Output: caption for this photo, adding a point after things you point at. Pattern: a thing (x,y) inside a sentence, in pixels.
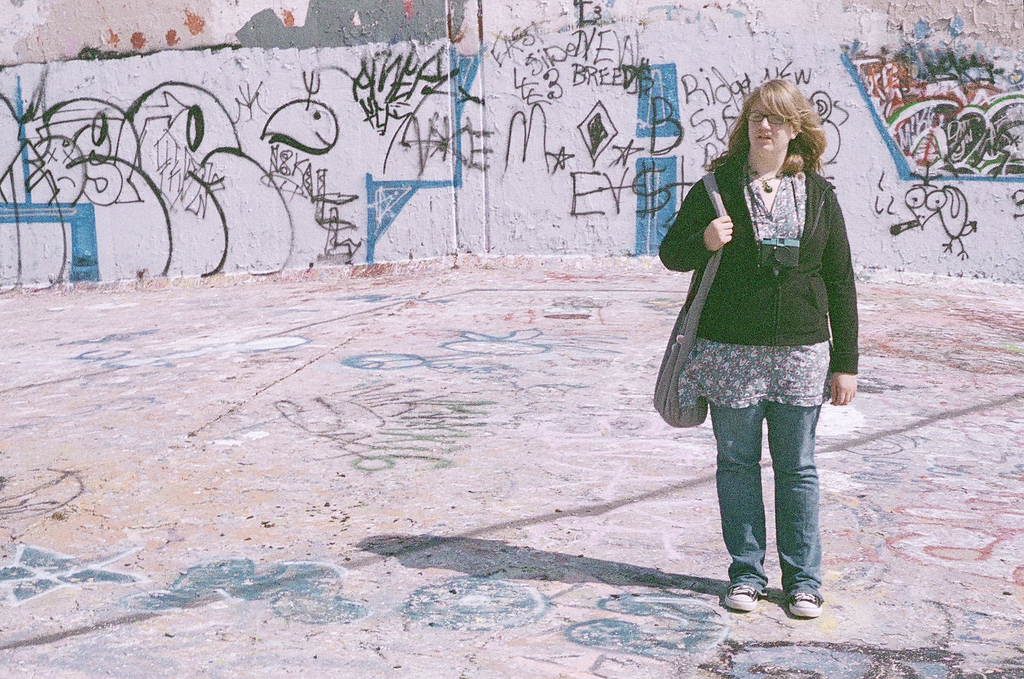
In this image on the right side (740,271) there is one woman (791,343) standing and she is wearing bag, and in the background (498,119) there is wall (354,145) on the wall (544,145) there is some art (984,142). At the bottom (433,496) there is walkway (889,548) and on the walkway (320,545) there is some art (59,564).
